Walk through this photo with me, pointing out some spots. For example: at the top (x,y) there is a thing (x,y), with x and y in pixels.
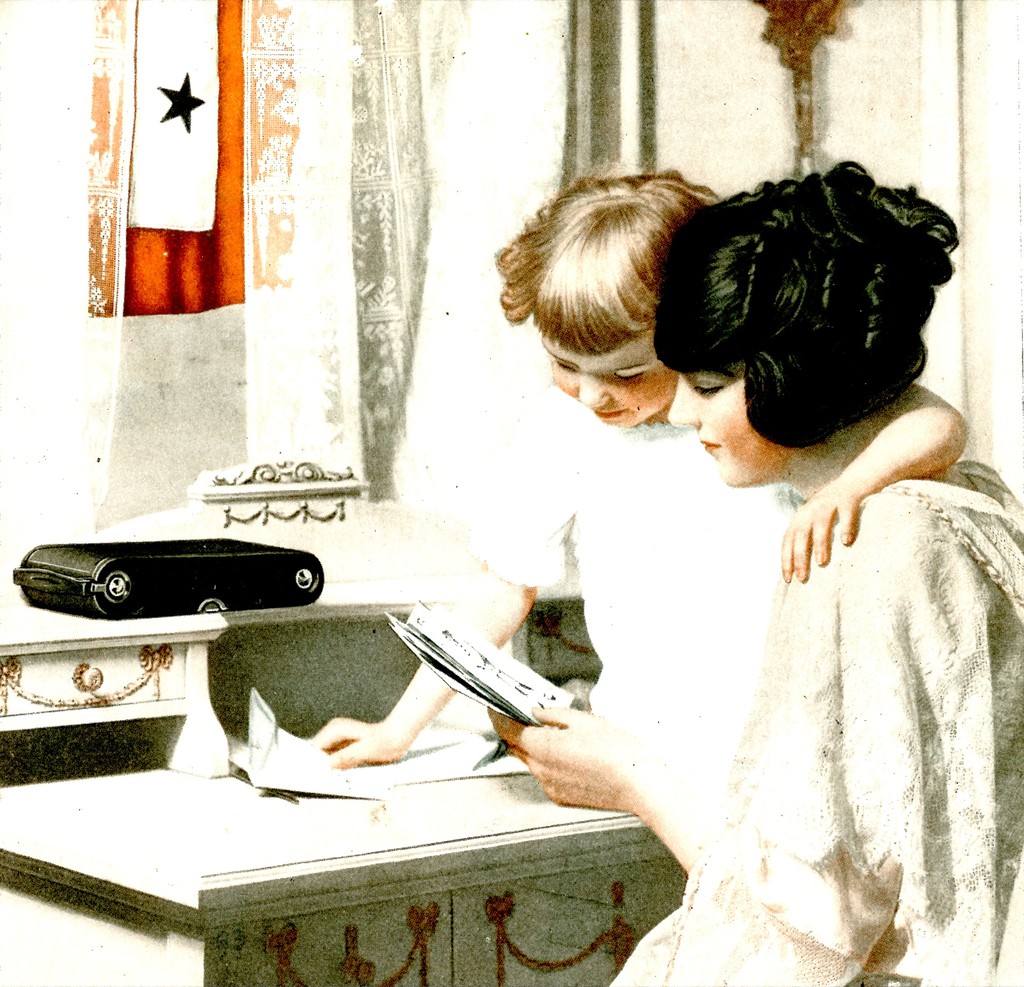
In this picture there is a small girl (652,544) looking into the photograph (504,673). Beside there is a mother (808,725) showing the photographs (474,661) to the small girl (616,633). Behind there is a wooden table (207,704) on which black color camera (65,545) is placed and white curtains (304,171).
